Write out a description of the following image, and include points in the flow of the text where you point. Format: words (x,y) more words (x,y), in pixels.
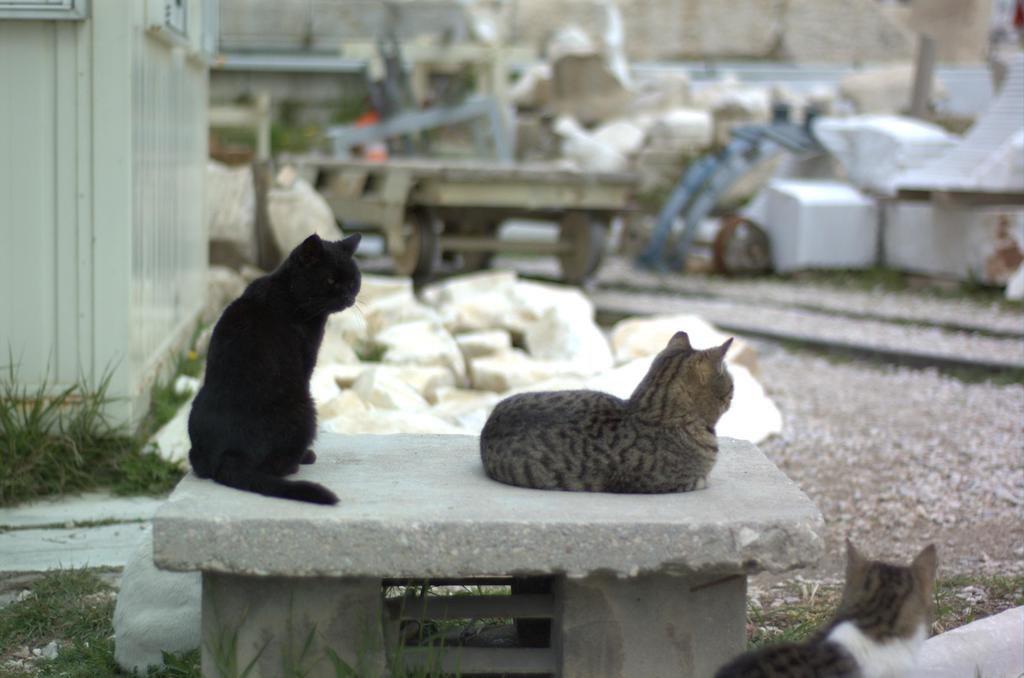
In this image I can see a cat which is black in color is sitting and another cat (535,426) which is grey and black in color is laying on the bench (368,486). I can see another cat (863,655) which is white, grey and black in color is laying on the ground (808,637). I can see some grass (82,477), a shed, few cream colored objects (639,344) and a railway trolley (424,239) on the track (948,346). I can see the blurry background (567,33) in which I can see few objects (766,122).
